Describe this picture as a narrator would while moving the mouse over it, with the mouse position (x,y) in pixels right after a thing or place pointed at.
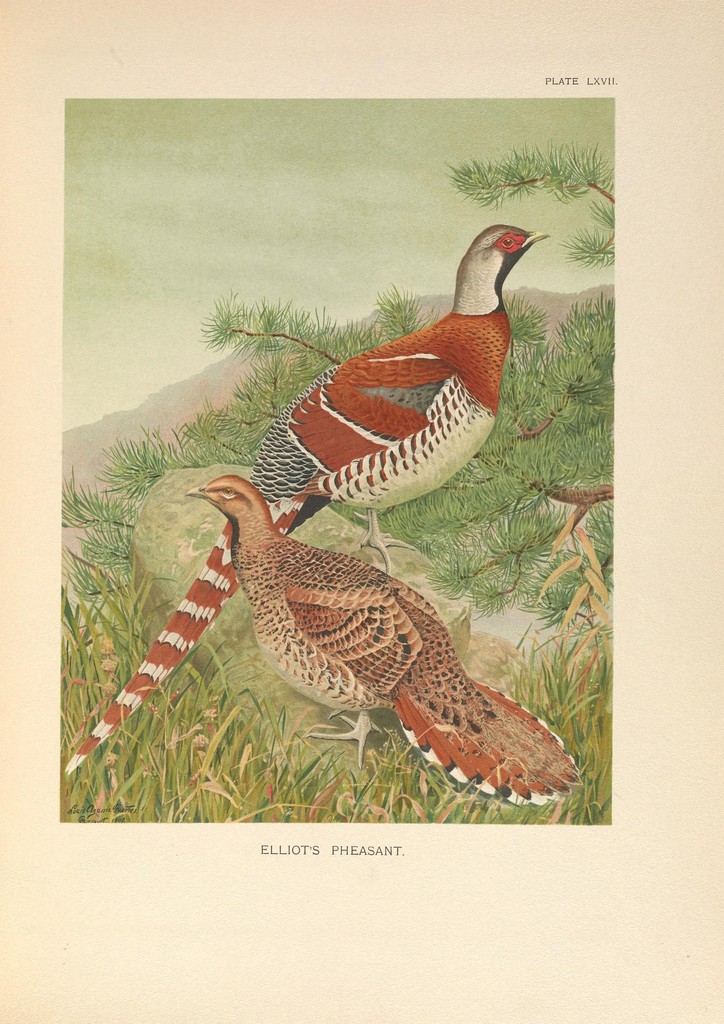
In this image we can see a poster (188,983) in which we can see two birds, trees (584,501) and hills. Here we can see the text (558,81).
